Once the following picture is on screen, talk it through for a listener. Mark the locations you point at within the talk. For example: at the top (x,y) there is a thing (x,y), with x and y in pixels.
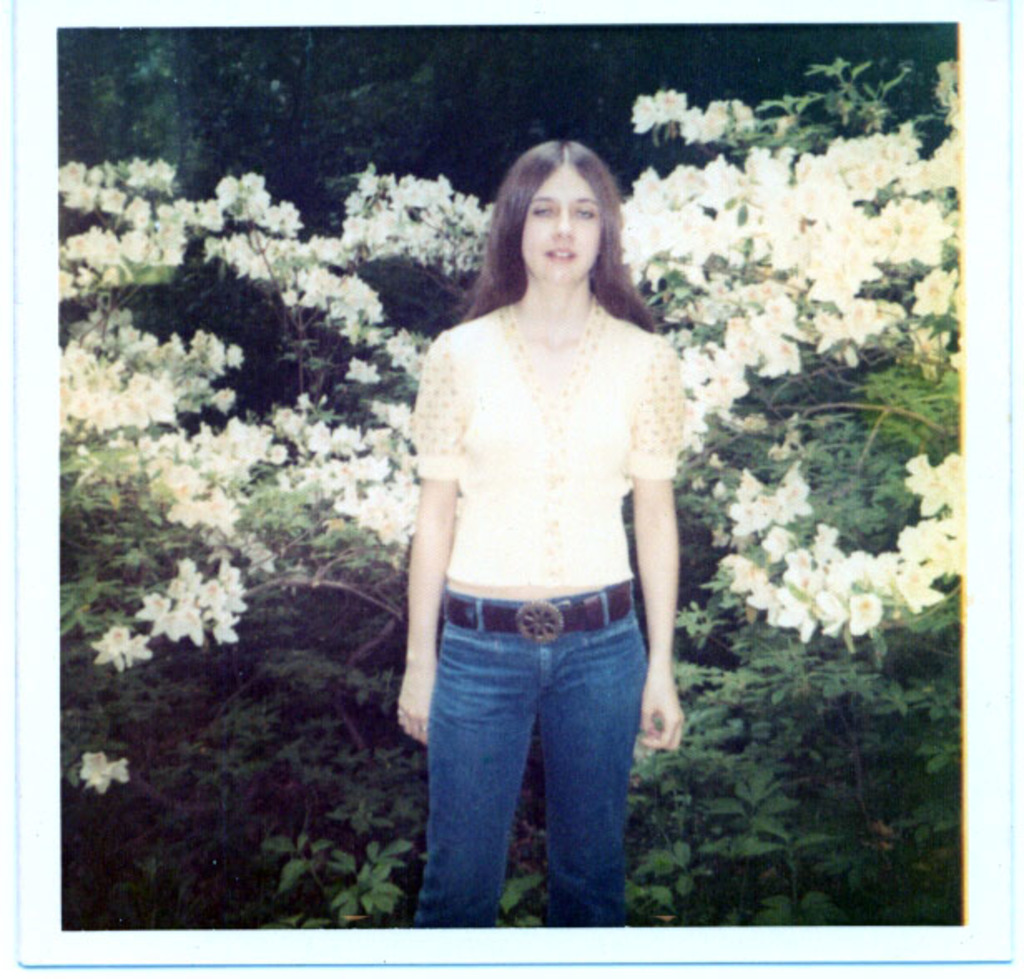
Here in this picture we can see a woman (552,361) standing over a place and behind her we can see flower plants (403,466) and trees (306,188) present all over there.
